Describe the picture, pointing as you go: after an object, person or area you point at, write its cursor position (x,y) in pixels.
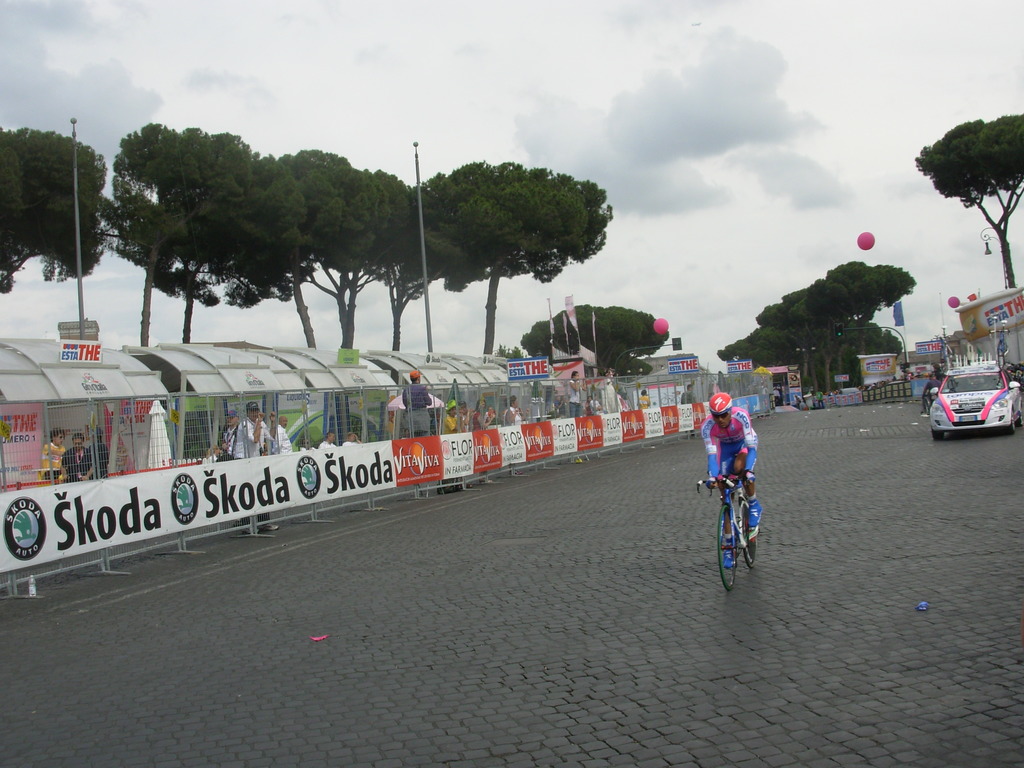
In the center of the image (425,372) we can see shed (402,370), fencing (406,448), some persons (412,414), poles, trees (305,199) are there. On the right side of the image (957,407) a car (939,410) is there. In the center of the image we can see a man (729,460) is riding a bicycle (723,543) and wearing a helmet (716,402). In the background of the image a balloons (865,243), flags (574,315) are present. At the top of the image (636,86) clouds (678,133) are present in the sky (540,142). At the bottom of the image (543,672) ground (581,651) is there.
